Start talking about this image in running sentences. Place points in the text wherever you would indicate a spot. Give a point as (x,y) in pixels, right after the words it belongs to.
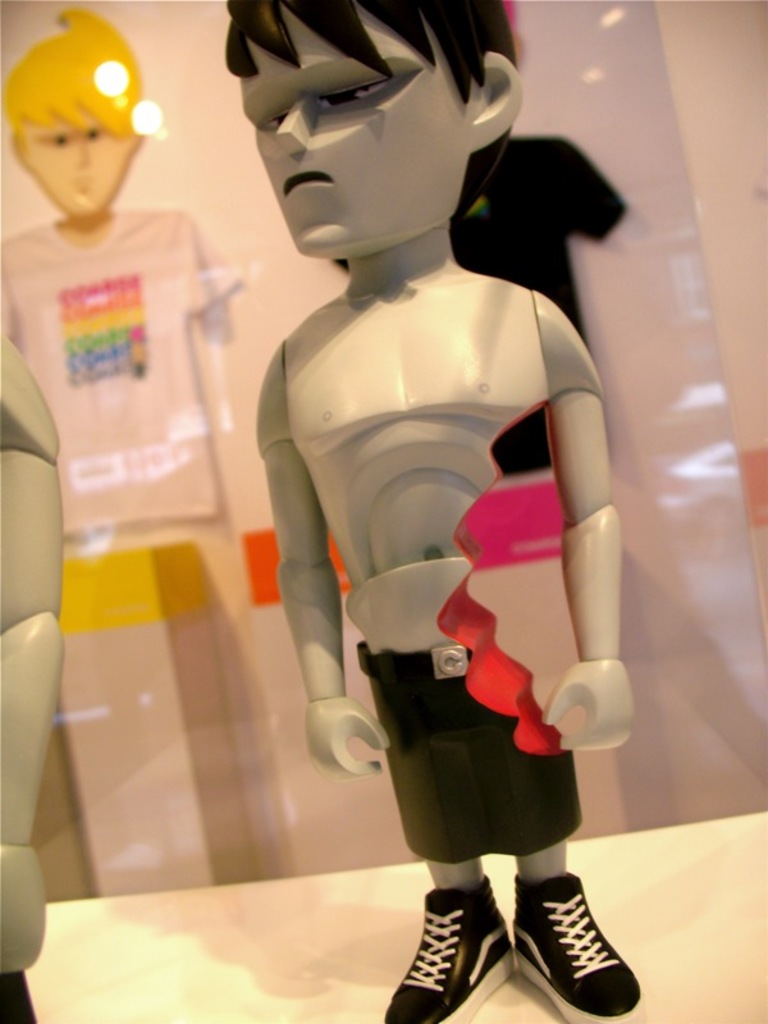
In this image I can see a toy (444,476) which is cream, black and white in color is on the white colored surface (335,930). In the background (170,445) I can see the glass (238,309), black colored shirt (506,249), another toy (142,256) and on the glass (204,292) I can see the reflection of few lights (144,131).
